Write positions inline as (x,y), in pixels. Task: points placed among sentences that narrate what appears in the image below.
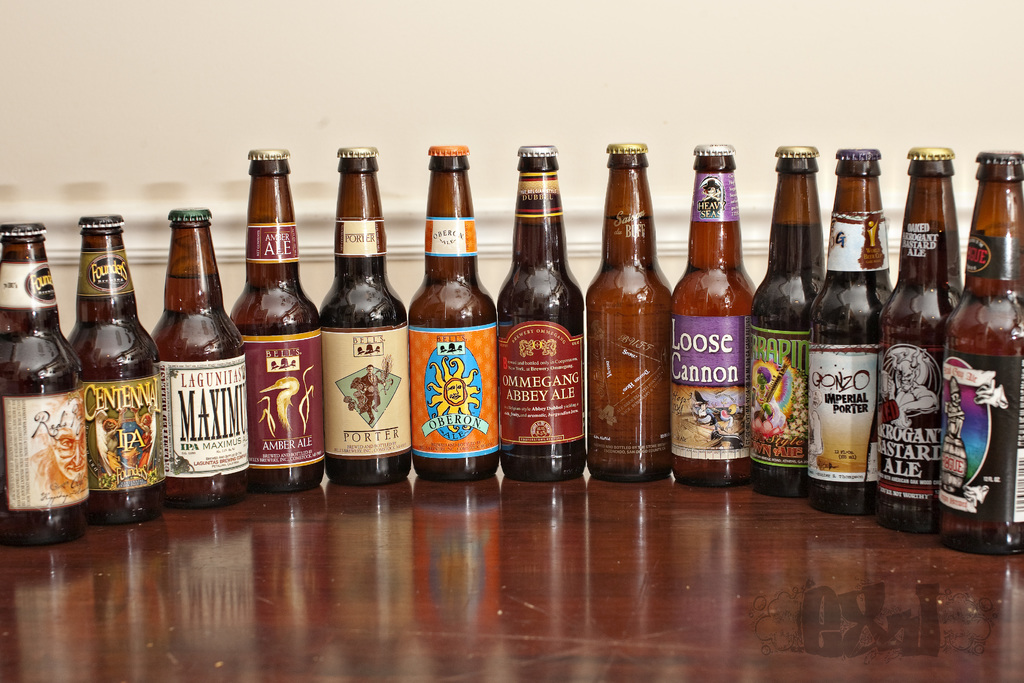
In this image I can see few bottles (525,395) on the table (217,526).
